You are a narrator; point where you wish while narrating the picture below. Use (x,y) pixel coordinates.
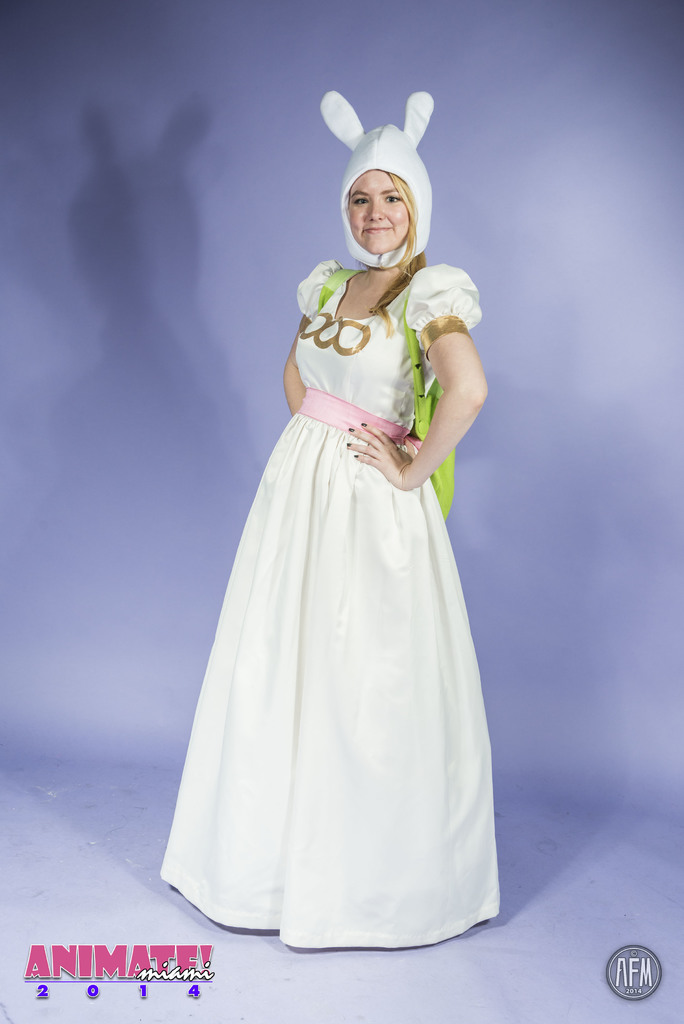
In this picture, there is a woman (428,486) wearing a white frock (372,337) and a white hat (404,147). At the bottom (151,968), there is some text (137,948).
